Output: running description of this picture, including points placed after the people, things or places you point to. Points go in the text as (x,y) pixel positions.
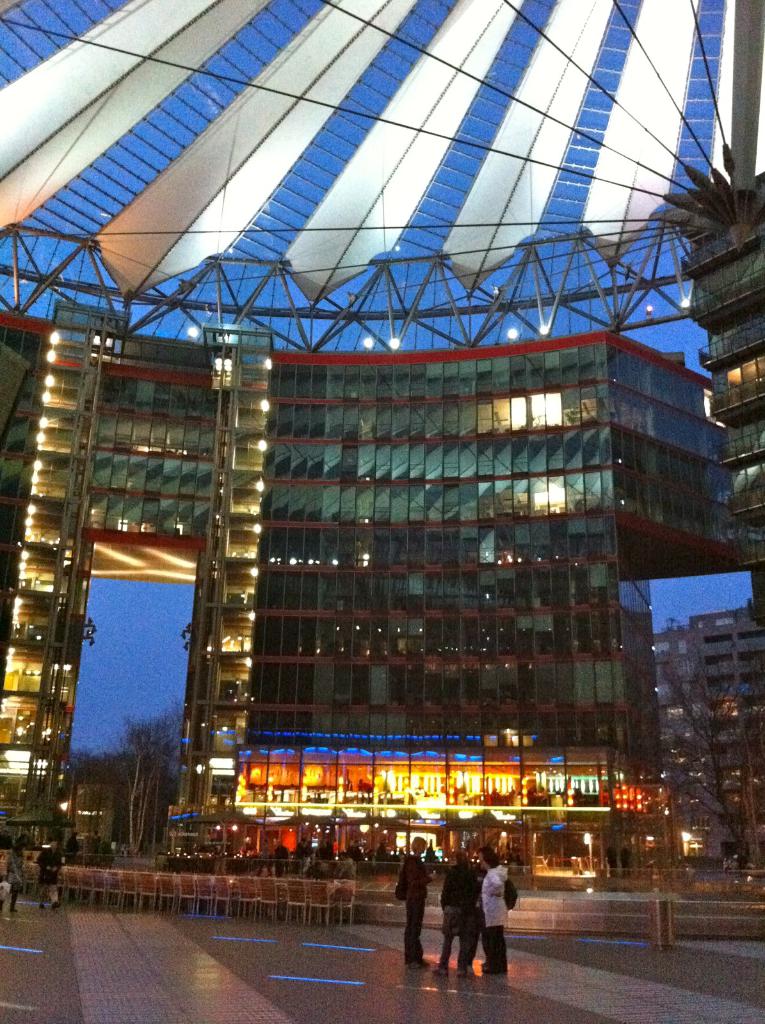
In this picture I can see there are few people (445,923) standing and there are two people (15,869) walking at left side (48,882), there are few chairs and buildings (345,449), it has glass windows (391,635). There is a iron frame (438,262) on the roof (548,28) and there are few trees (153,743), the sky (533,31) is clear.
